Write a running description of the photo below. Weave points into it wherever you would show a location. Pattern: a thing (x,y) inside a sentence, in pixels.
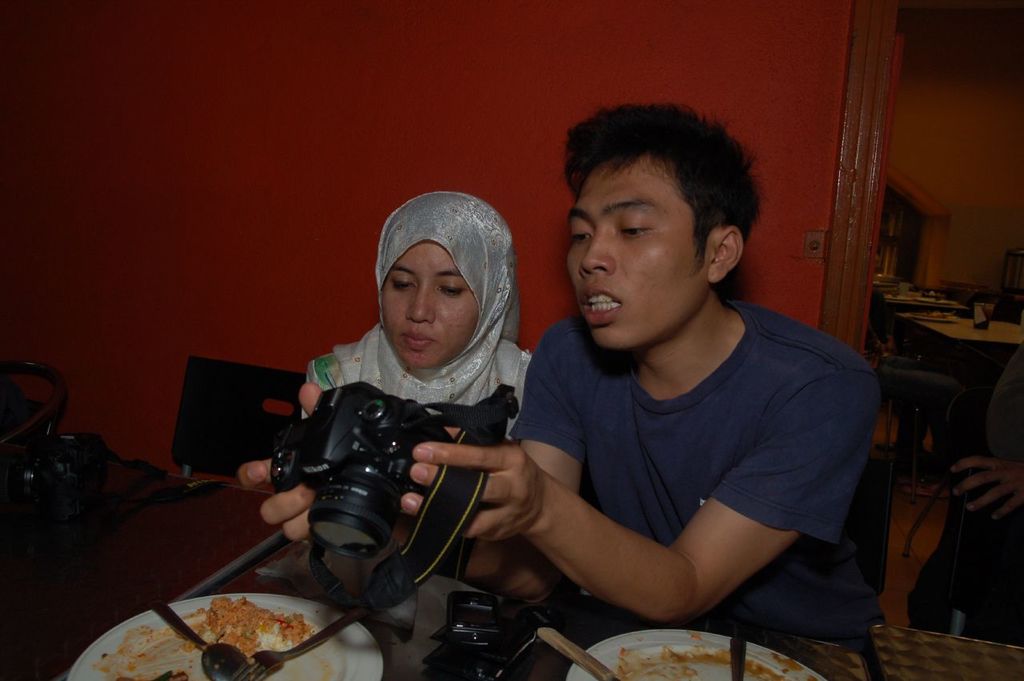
In this picture a woman (471,285) is sitting on a chair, and beside her a man (587,263) is sitting on a chair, he is holding a camera (356,455) in his hand (414,507). here is a table (149,535), with plates (305,673) and food items (246,647) spoons (227,661) forks (273,663), and at the back side (202,259) there is a wall (495,155).
